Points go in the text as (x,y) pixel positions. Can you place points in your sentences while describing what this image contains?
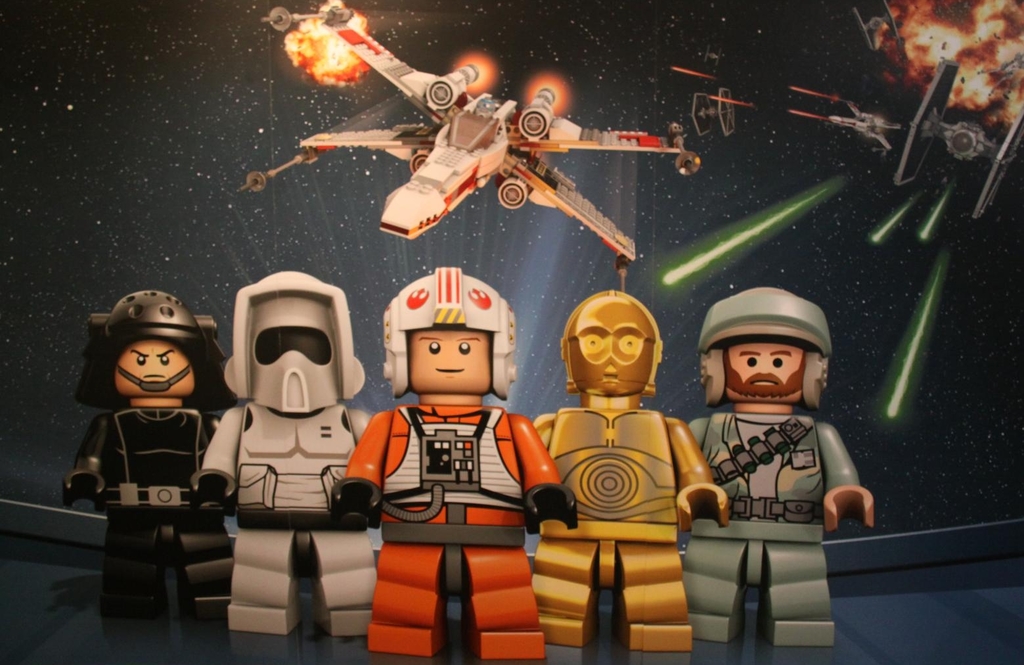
It is the animation image in which there are five superheroes (522,459) in the middle (530,433). At the top (454,162) there are air fighters (504,133). On the right side (915,41) top corner there is a jet plane (865,114) with the fire (944,45).
